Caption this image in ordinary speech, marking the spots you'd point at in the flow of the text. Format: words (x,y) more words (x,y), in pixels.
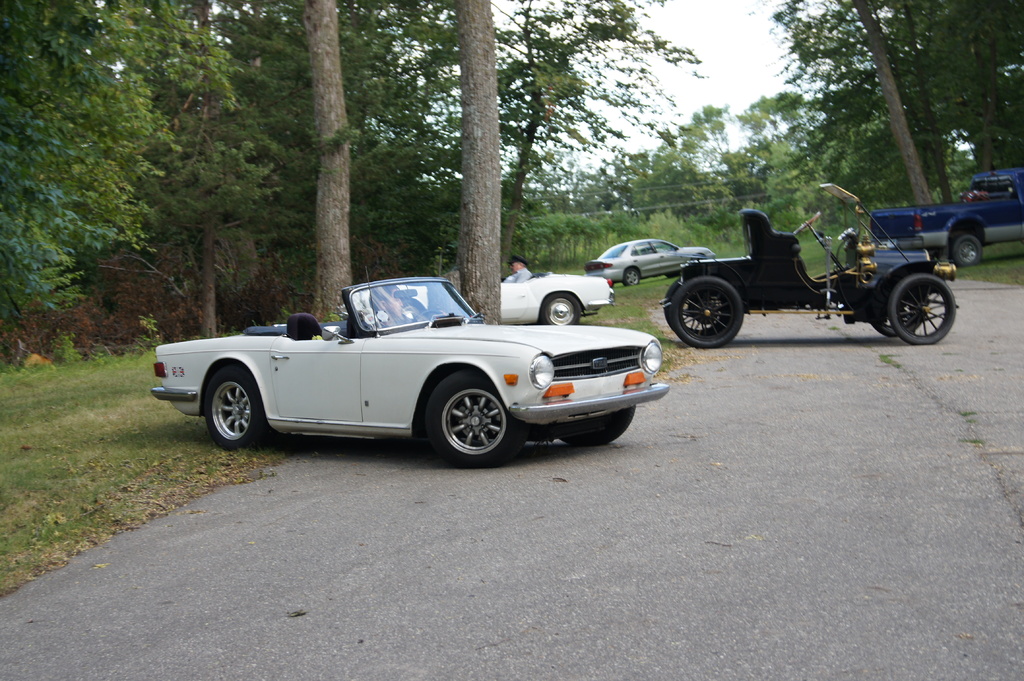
In this image I can see cars (586,338), a person (513,268) is sitting in a car (512,288). There are trees (377,124) at the back (327,107).
